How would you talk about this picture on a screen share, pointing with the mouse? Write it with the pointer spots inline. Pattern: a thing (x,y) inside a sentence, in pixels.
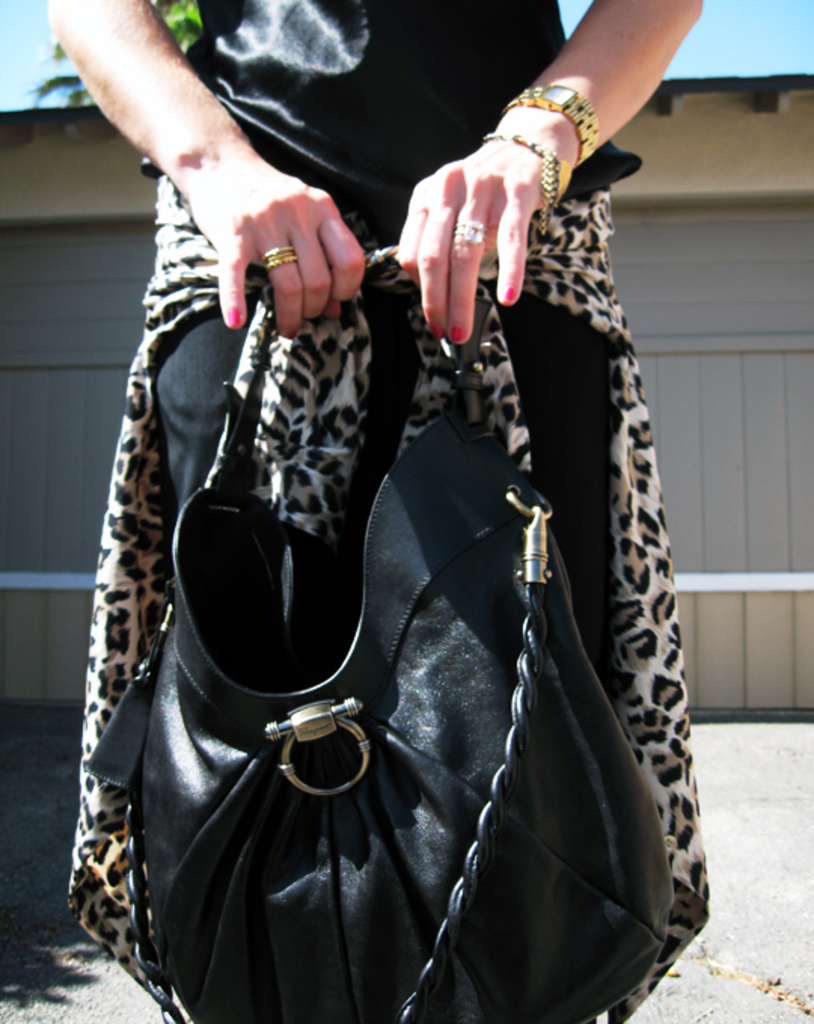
In the picture there is a woman (498,183) wearing gold watches (575,101) holding a black handbag (284,739).
